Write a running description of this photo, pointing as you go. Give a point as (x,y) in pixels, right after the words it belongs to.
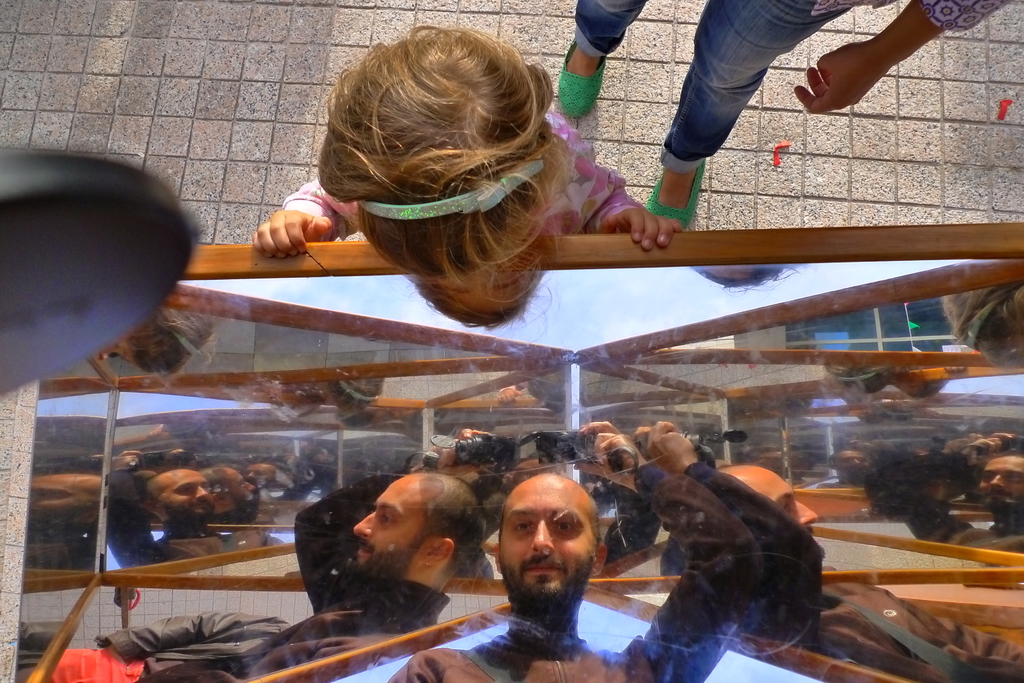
In this image we see there is a person (696,621) inside the glass (706,545) and there is a child (551,128) looking this person (552,504).
